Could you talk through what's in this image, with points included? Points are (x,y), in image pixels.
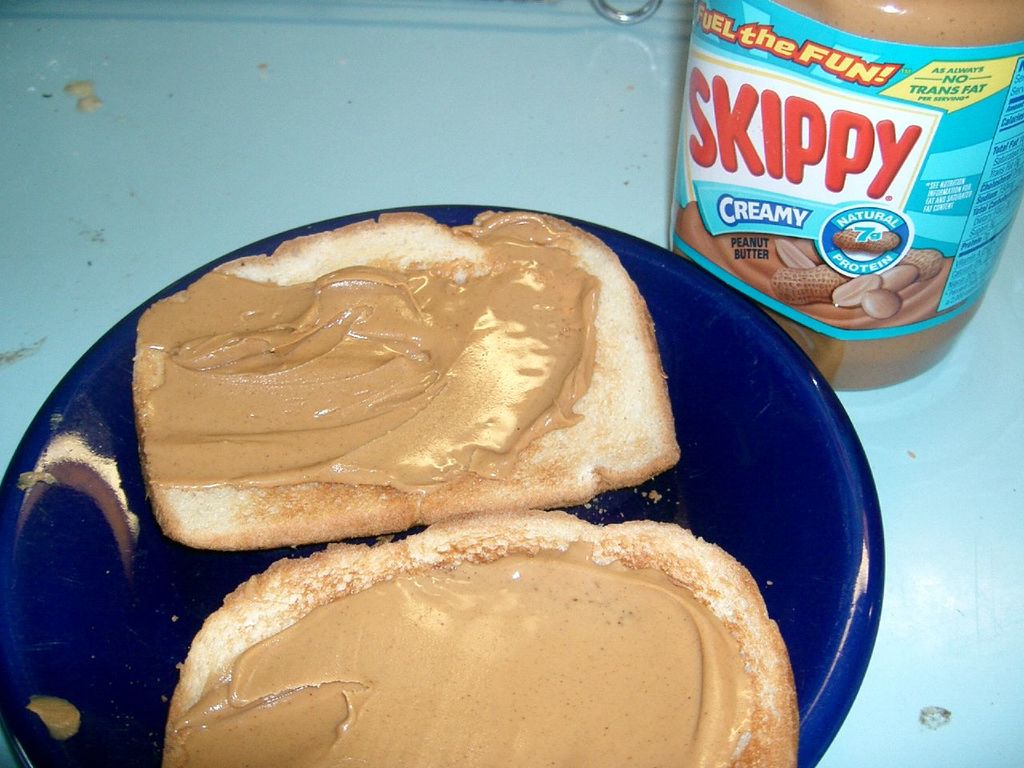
In this picture there is a table (558,192). On the table (649,237) we can see bottle (765,117) and bread slices (456,383) with peanut butter (418,381) are present on a plate (123,626).
